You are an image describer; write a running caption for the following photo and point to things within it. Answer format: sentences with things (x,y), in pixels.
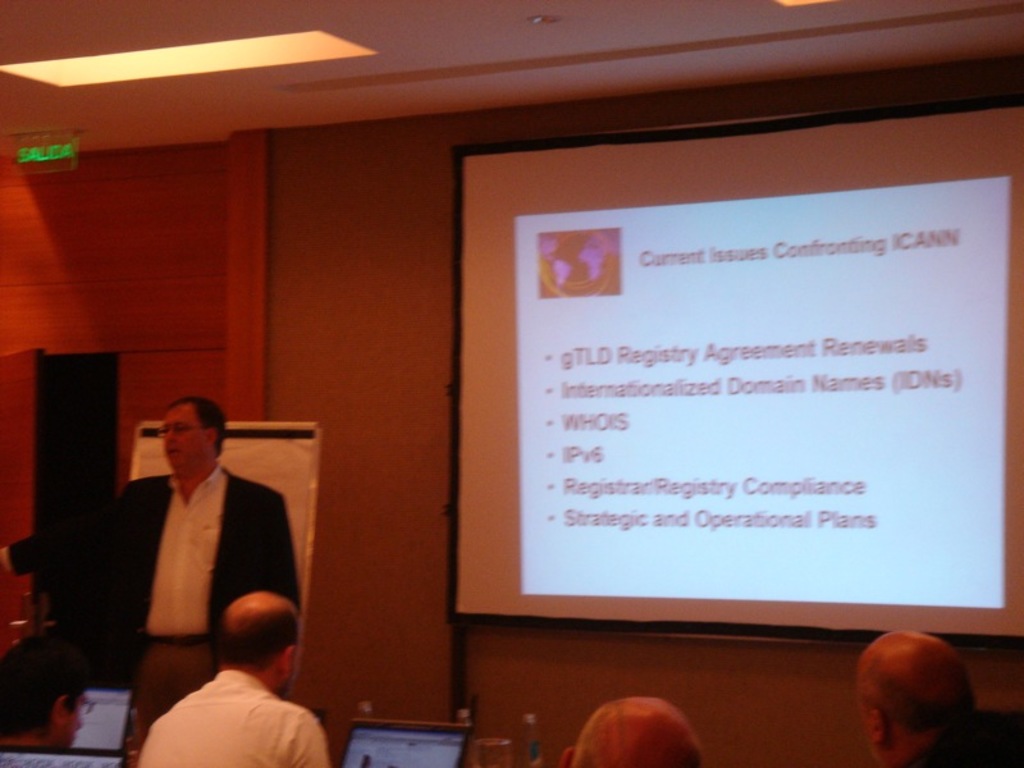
On the left side (209,529) a person (161,480) is standing. Also there are many people (69,728) sitting. In front of them there are laptops (443,762) and bottles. In the back (220,244) there is a wall (246,186) with a screen (494,247). On the ceiling (188,87) there is a light (159,51). Also there is a name board (61,163).
